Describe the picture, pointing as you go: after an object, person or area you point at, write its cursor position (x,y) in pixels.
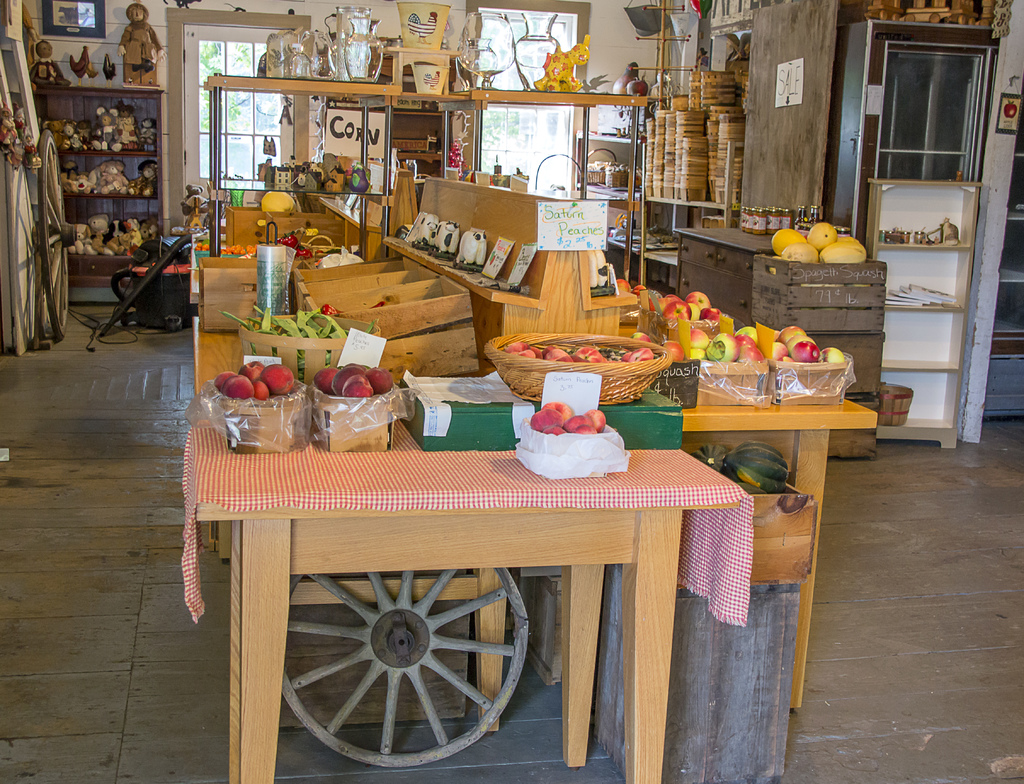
In this picture we can see apples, basket (626,378), squash (811,246), cupboard (894,264), tablecloth (304,476). And to the left corner (66,310) there is a wheel (48,228) and some toys (128,107). There is a window (207,75) and also a vacuum cleaner (153,288). On the table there are some jars (335,52).
